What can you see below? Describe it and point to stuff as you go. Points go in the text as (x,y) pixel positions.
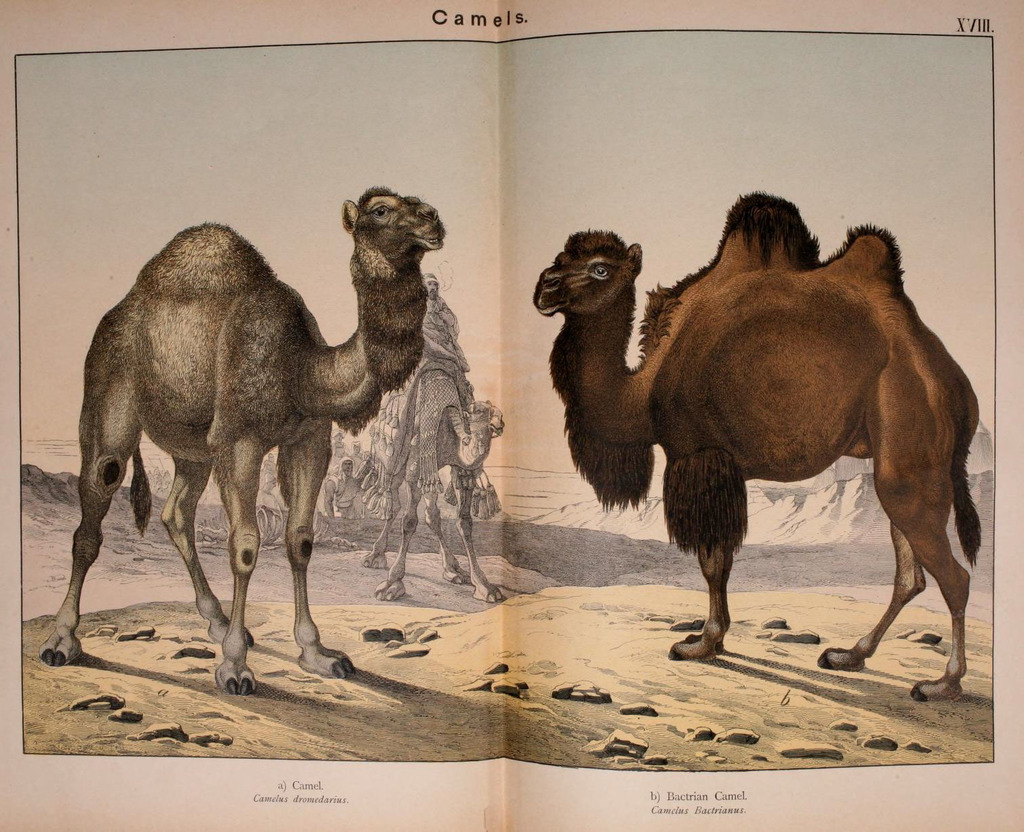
In this image there is a paper (308,541). On the paper (364,467) there is a sketch (307,419) of two camels (316,420), in between them there is a person (428,303) sat on the other camel (434,514). At the top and bottom of the paper (481,790) there is some text (294,785).
